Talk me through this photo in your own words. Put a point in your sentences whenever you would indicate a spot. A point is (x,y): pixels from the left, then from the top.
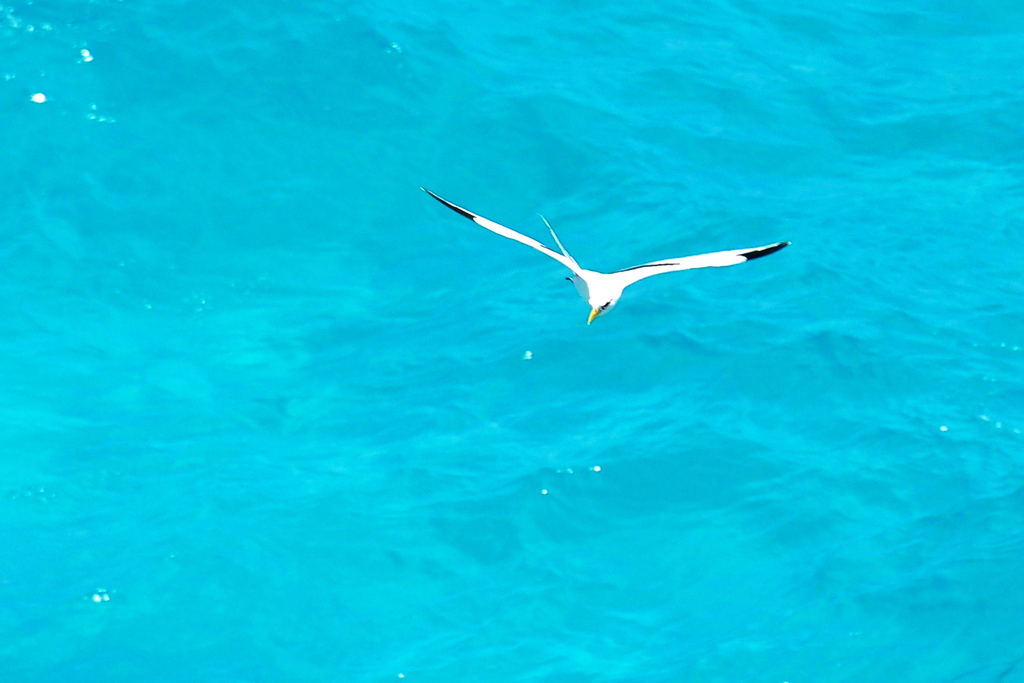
In this picture there is a white bird (491,225) which is flying above the water (593,329). On the left (255,268) i can see the blue water (123,426).
